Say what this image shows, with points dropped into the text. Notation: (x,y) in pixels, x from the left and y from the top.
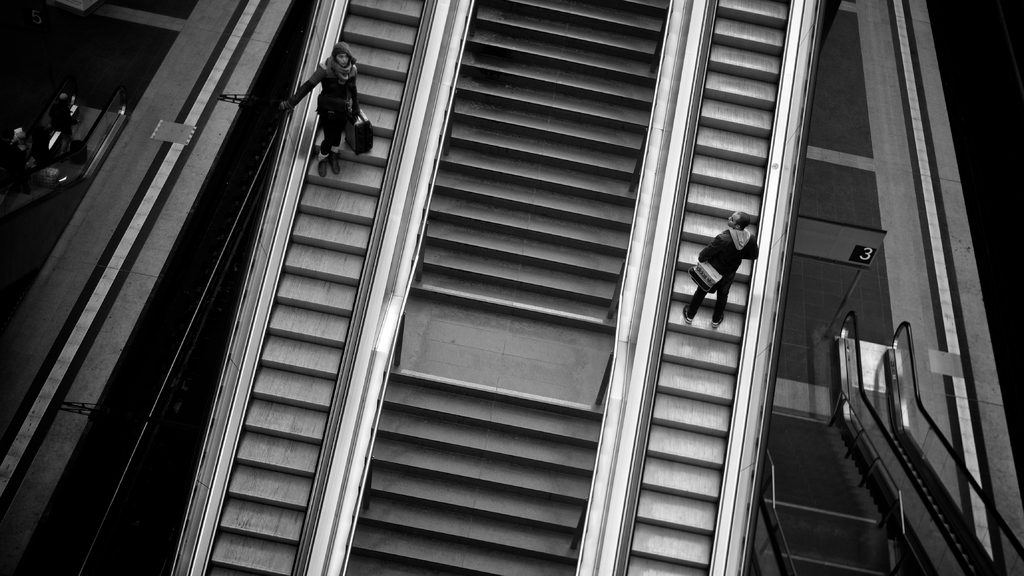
There is a stair case (541,278) and there are two persons (727,246) standing on an escalator (778,257) on either sides of it.
